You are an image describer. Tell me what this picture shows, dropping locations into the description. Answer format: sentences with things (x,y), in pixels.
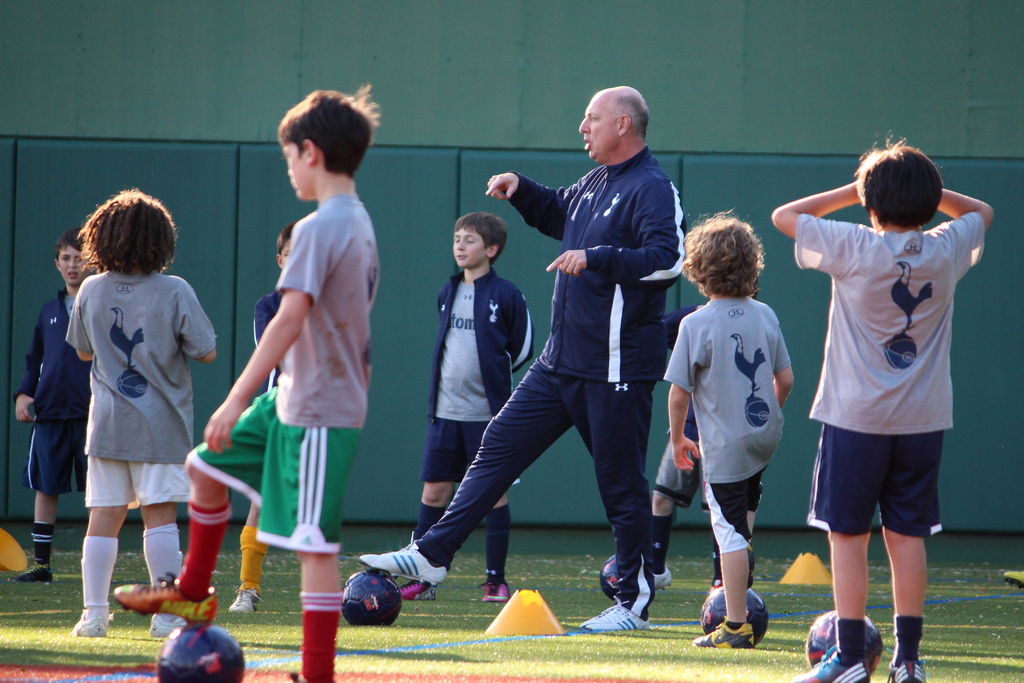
In this image there are persons (459,310) standing and there is a man (537,397) standing in the center (591,433) and keeping his leg (387,567) on the ball (372,585). In the background (410,38) there is wall (579,52). On the ground (600,658) there are balls (369,621) and there is grass (569,656).
